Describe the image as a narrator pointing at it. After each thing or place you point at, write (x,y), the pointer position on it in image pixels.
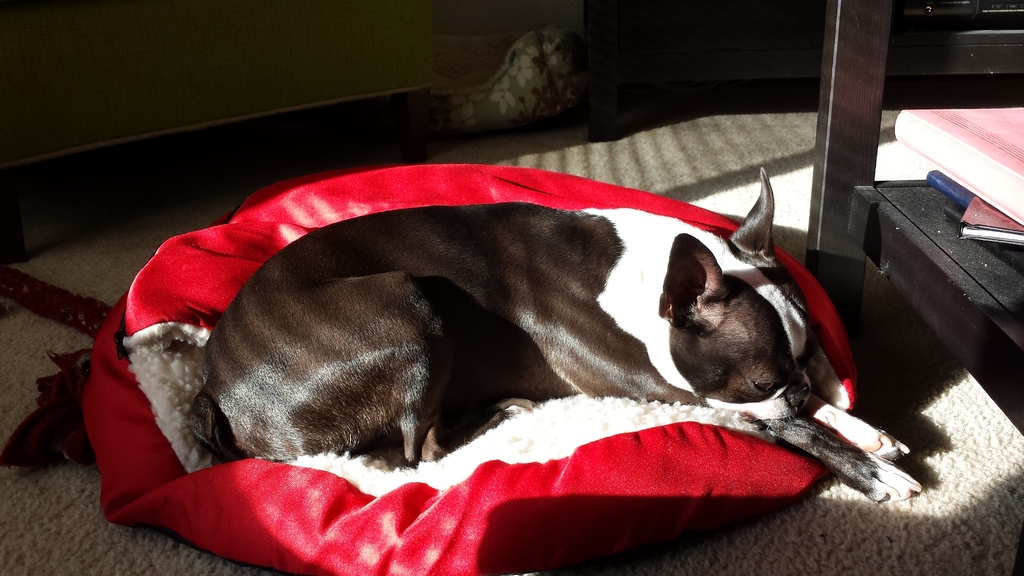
In the center of this picture (452,291) we can see a dog (506,276) seems to be lying on a red color object (417,189) and we can see some wooden objects (856,93) and some other items (974,161).
